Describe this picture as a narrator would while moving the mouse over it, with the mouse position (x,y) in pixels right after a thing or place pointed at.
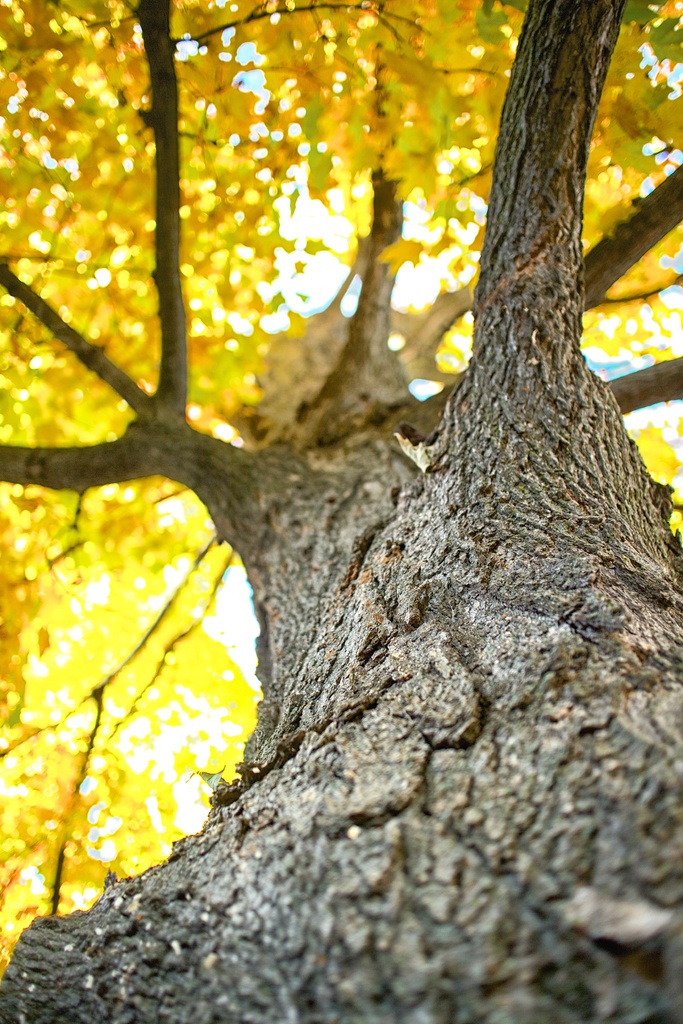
In this image I see a tree (339,366) and I see leaves (296,120) on the branches (647,370) and I see that the leaves (71,235) are of yellow in color.
